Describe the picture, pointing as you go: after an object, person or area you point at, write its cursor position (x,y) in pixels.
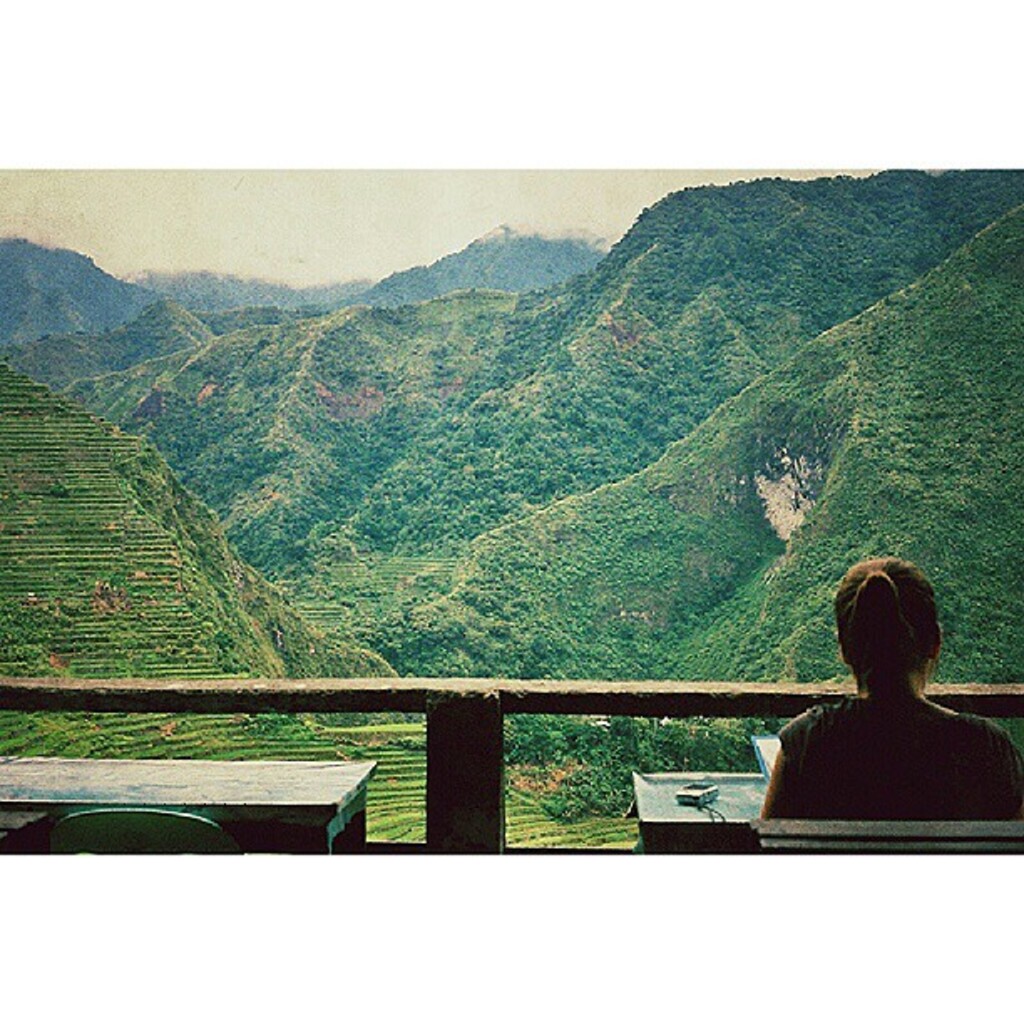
In this picture there is a woman (846,762) sitting on the chair (864,829). There is a phone (679,800). There is a table (221,779). There are mountains (250,400) at the background (344,320).
